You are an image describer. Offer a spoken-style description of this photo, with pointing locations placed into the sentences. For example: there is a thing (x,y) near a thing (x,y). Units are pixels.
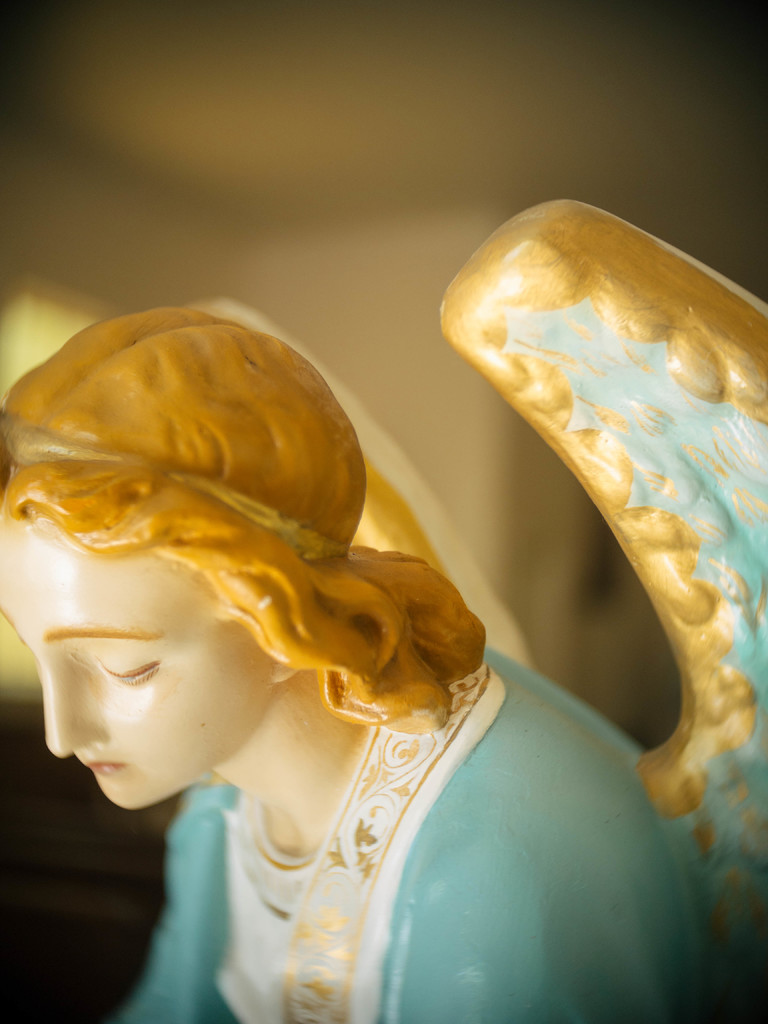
In this image we can see there is a sculpture (506,864) of angel (506,864).
